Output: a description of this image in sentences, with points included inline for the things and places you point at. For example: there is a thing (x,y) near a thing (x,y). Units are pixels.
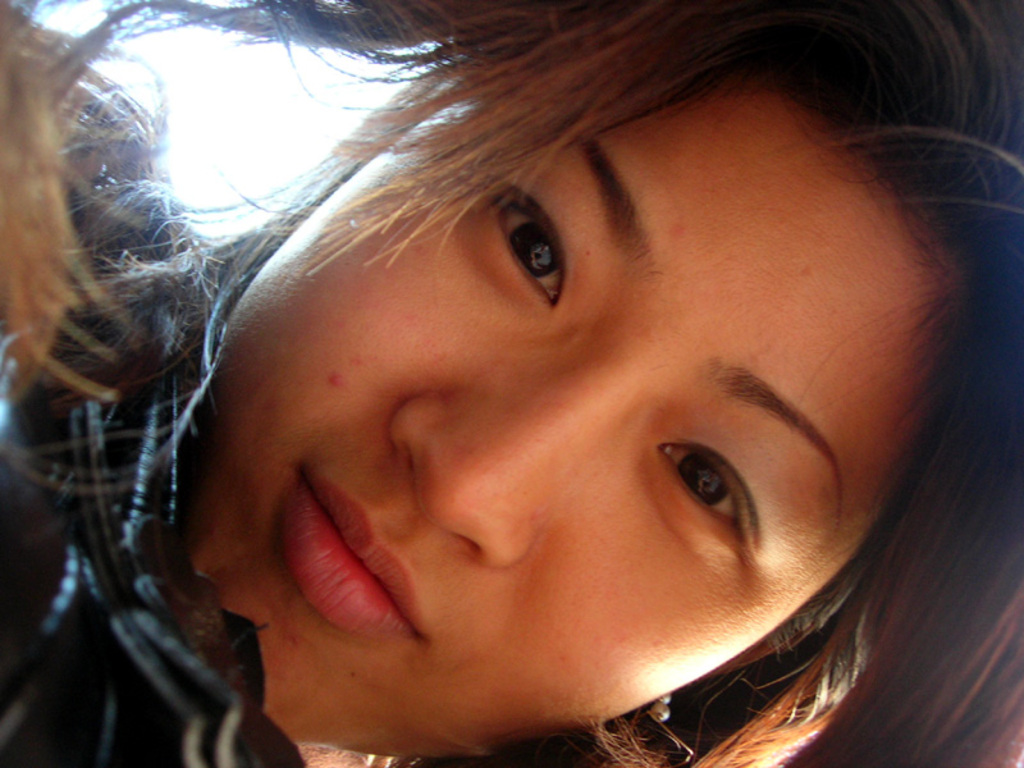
This image contains a person (300,456) wearing a shirt (116,577).
